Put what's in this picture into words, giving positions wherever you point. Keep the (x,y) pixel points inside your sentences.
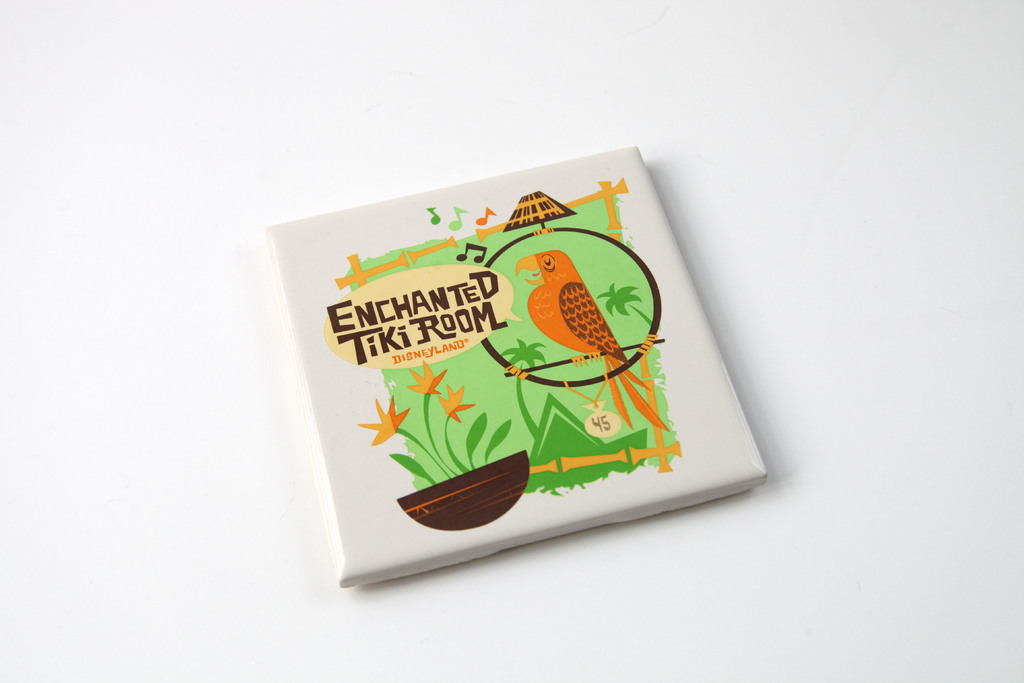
In this image we can see there is a tile (504,325) which named as an enchanted Tiki room. And on the tile (556,431) there is a pot (456,502) with flowers (453,404) and a bird (549,317).
